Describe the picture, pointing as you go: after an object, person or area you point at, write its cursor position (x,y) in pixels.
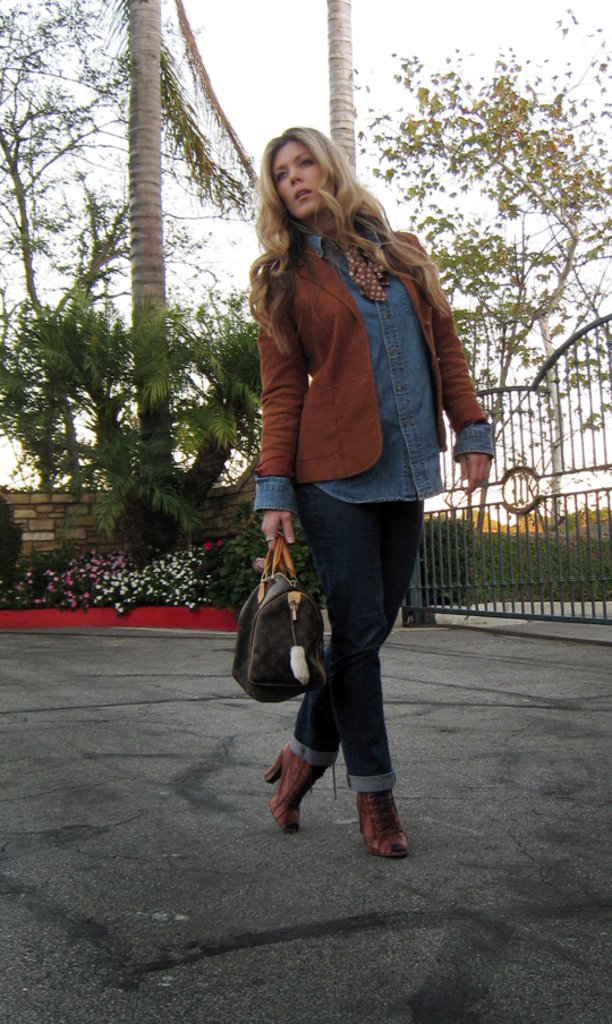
In the center (387,470) we can see one woman (331,300) standing and holding bag (274,641). And back there is a trees (541,169), sky (465,12), plant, flowers (99,586) and gate (527,477).
